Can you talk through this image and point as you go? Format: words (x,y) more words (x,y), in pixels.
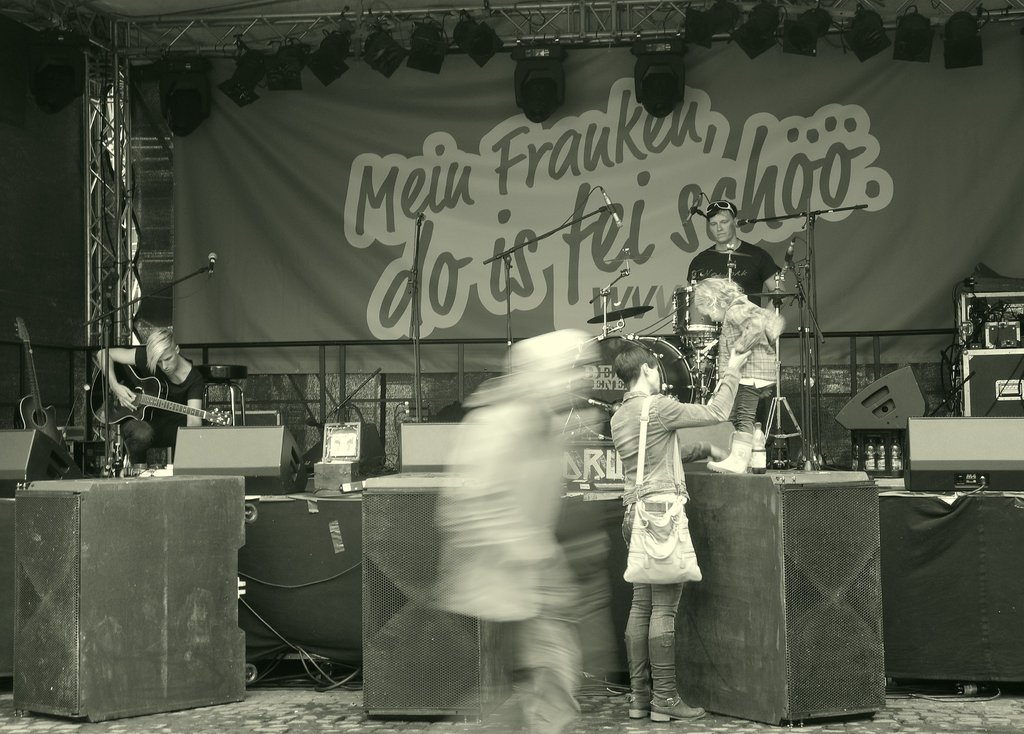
This is a black and white image. In this image there is a person (647,457) wearing bag (655,535) is standing. Also there are boxes (715,485). On the box (706,502) a kid (727,343) is standing. On the stage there are two persons (185,375). Person (179,361) on the left (161,376) is holding a guitar (143,397). Another person (744,267) is standing near to the drums (679,349). In the back (401,184) there is a banner (491,136). At the top (204,71) there are lights (650,44) on the stand (344,22). Also there are speakers (884,417) and many other things (225,371) on the stage (602,501).
